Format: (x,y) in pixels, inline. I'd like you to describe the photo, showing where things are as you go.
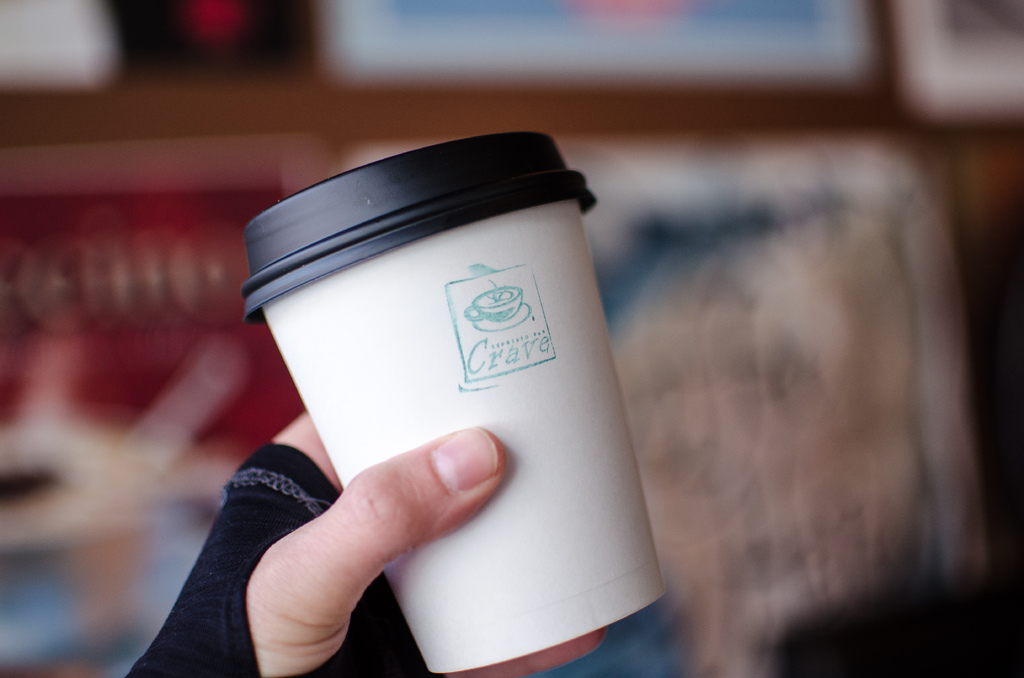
In this picture a guy (302,542) is holding a cup (516,478) named Crave, the background (140,535) is totally blurred.
